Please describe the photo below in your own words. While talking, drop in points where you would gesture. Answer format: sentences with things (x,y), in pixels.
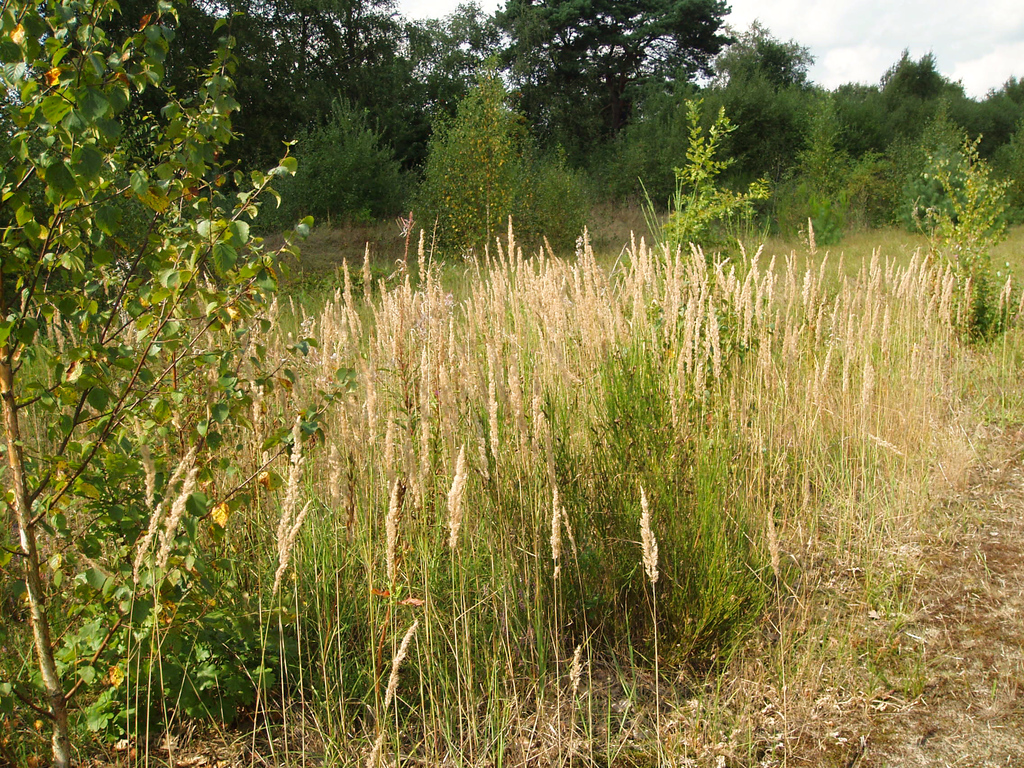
In this picture I can see grass (1017,358), plants (716,166), trees (742,139), and in the background (878,26) there is sky (878,39).
